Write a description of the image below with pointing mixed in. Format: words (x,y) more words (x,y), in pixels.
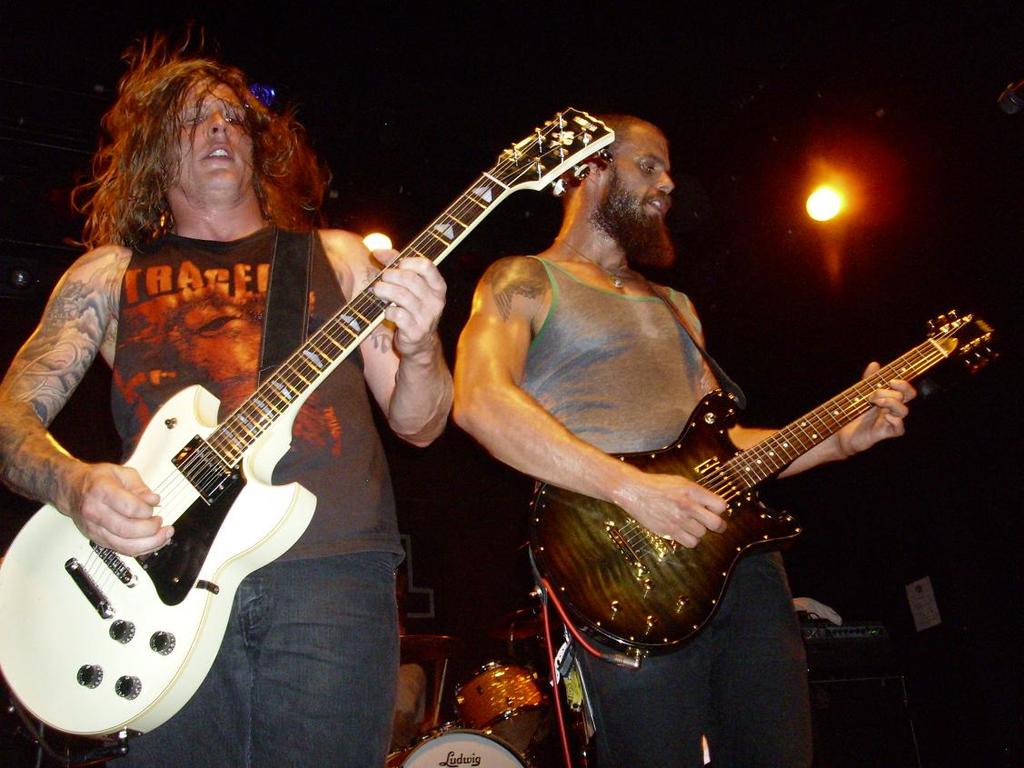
In this image there are two people (310,556) playing guitar (620,538), behind them there are a few musical instruments (483,677) and the background (843,348) is dark and there is a light (818,190).
